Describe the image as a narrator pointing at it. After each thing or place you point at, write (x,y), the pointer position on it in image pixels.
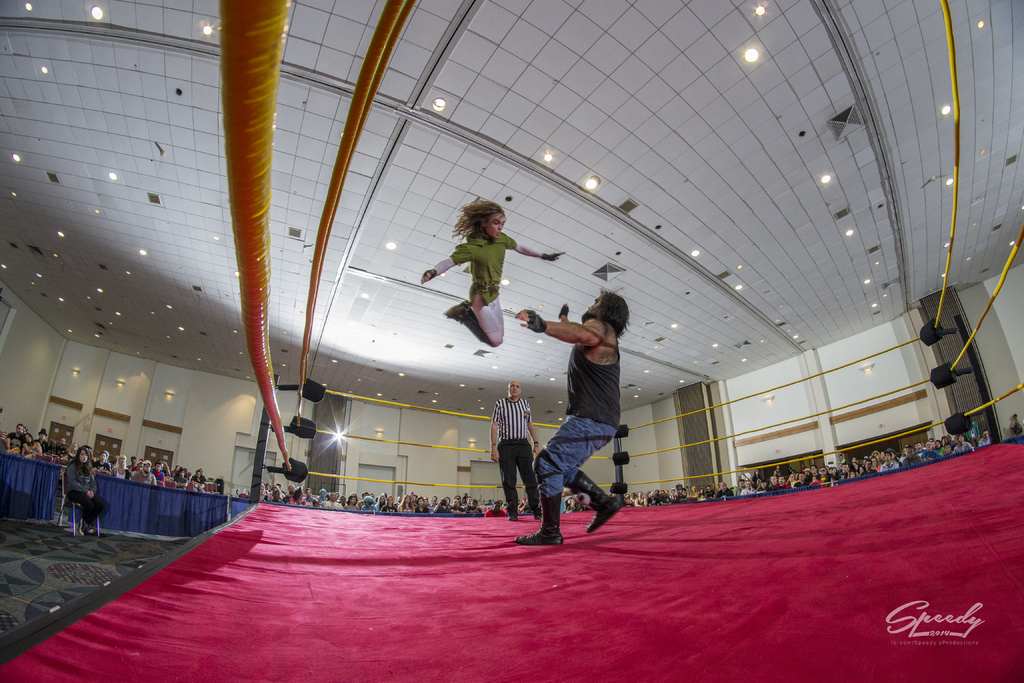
In this image there are two persons (539,451) standing on the boxing ring (722,556), a person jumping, and at the background (164,483) there is a person (78,465) sitting on the chair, carpet (44,535), group of people (408,508) standing, lights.
